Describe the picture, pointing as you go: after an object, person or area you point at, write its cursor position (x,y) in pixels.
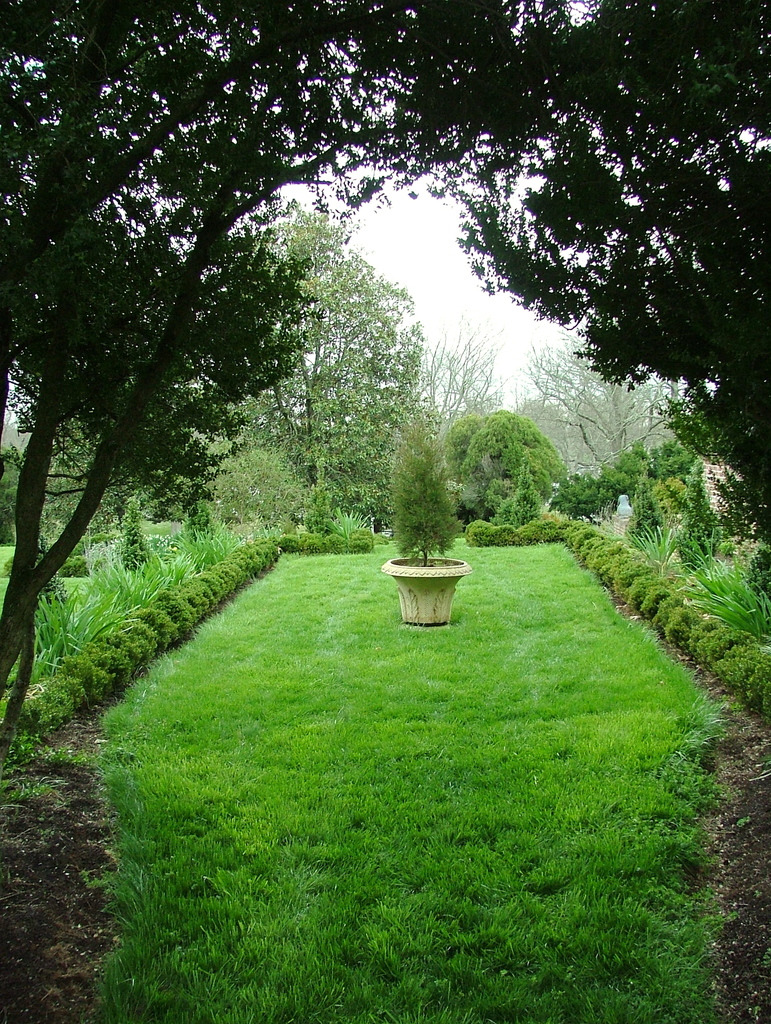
In this image I can see grass ground (445,670) in the centre (391,619) and on it I can see a plant (437,545) in a pot (406,603). Both side of this ground (701,720) I can see number of plants (594,568) and number of trees (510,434). I can also see few more trees (450,438) in the background (450,438).
